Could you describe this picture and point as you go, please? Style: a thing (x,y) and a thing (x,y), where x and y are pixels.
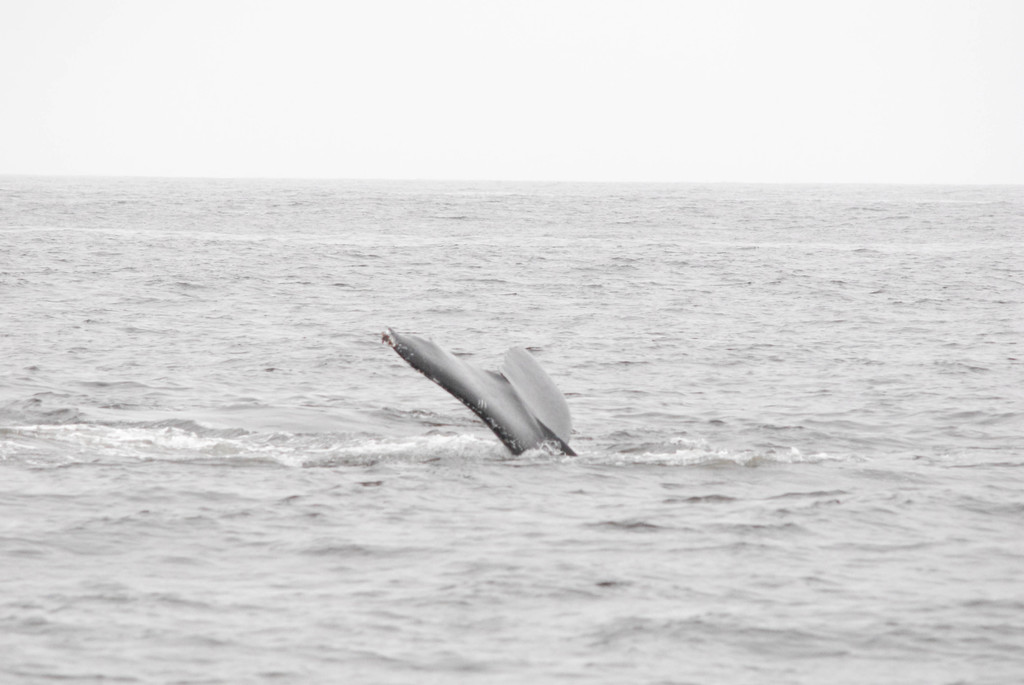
In this image there is a sea (424,555). In the center (468,378) we can see a fishtail (513,408).
